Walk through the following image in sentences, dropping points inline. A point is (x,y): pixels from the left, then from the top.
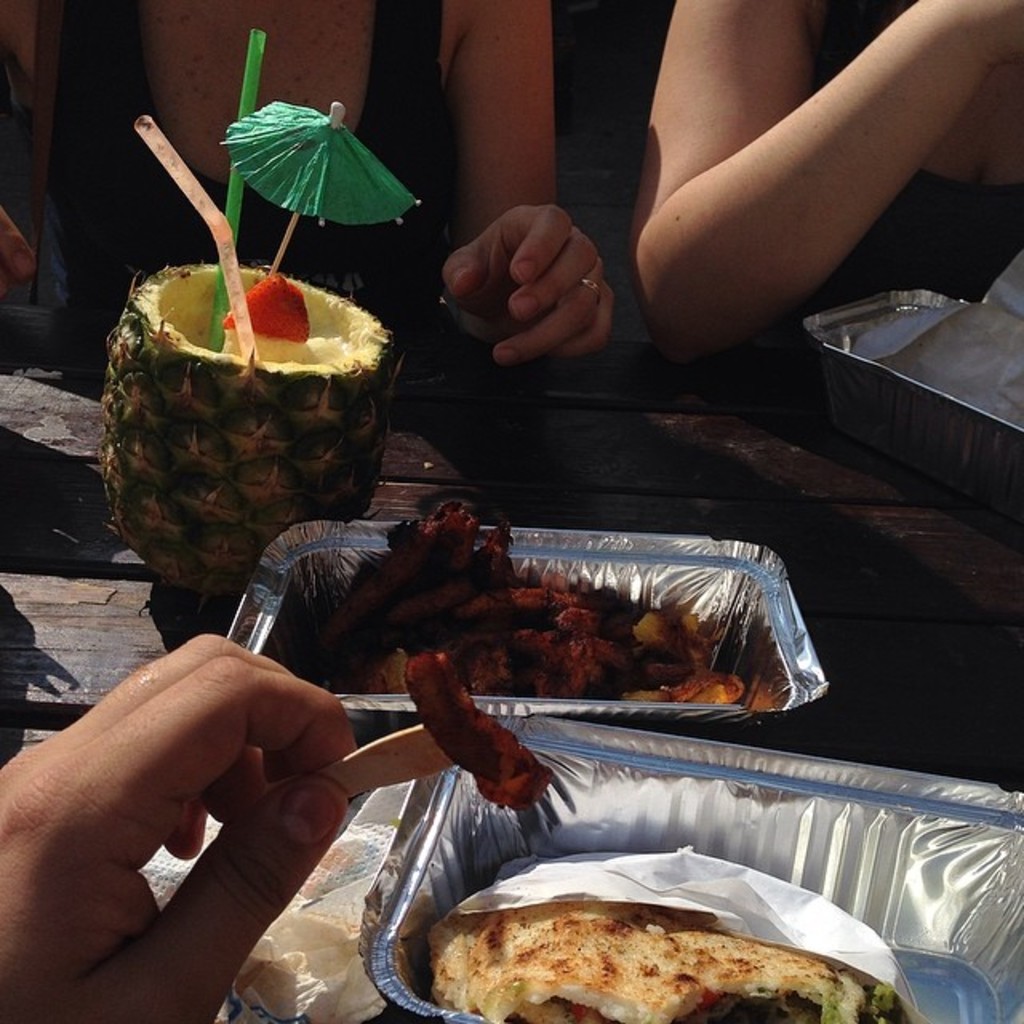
In this image we can see three aluminium foil containers (732,827). In one container (853,858) bread like food item (585,961) is present and in another container (558,616) some meat type food (527,624) is present. Behind this container (477,589) one pineapple type glass (237,386) is there, behind it two women (950,109) are sitting. This containers (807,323) are kept on a brown wooden table (820,492). To the left bottom of the image (133,876) one hand (132,836) is there and in the hand (298,787) one stick (342,760) is present.
